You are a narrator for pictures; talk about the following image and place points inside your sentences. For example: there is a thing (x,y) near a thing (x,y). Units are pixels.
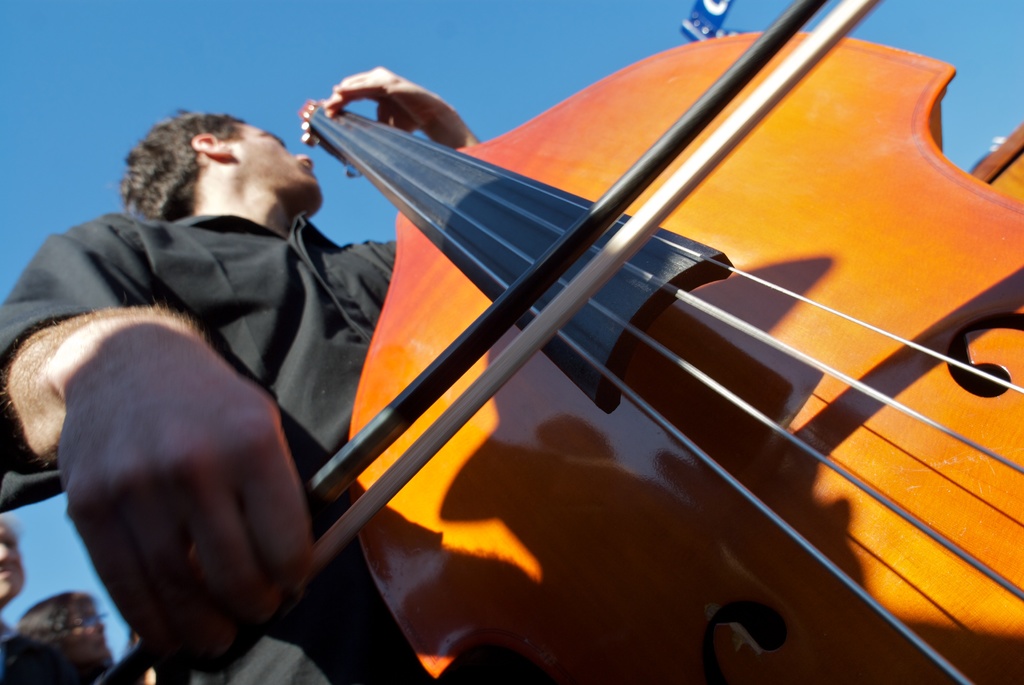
The image is clicked outside. There is a man (176,419) who is playing string instrument (433,506). And he is wearing a black color shirt (240,257). There are few people (51,670) behind him and the sky (354,64) is blue.
